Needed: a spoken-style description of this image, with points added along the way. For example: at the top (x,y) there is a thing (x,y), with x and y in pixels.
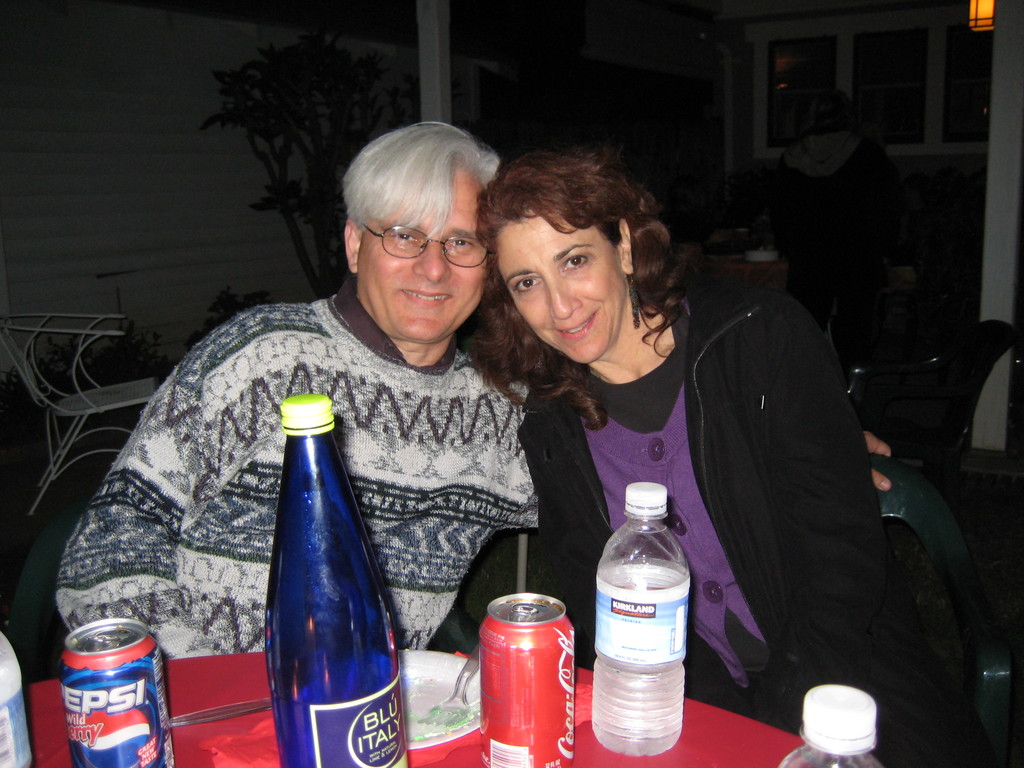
Two persons (622,372) are sitting on the chairs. There are bottles (650,667), tins (503,653) on the table (178,704).
